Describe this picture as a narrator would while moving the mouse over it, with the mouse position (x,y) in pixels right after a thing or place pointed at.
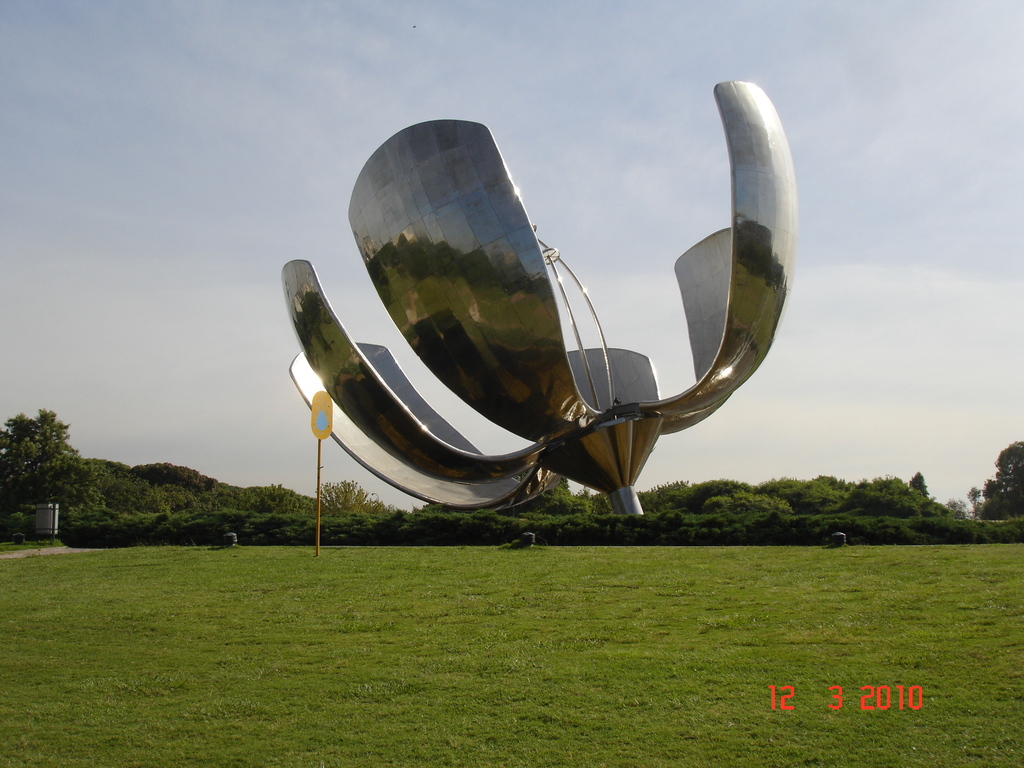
In this picture we can see one object (514,351) is placed on the grass (725,563), around we can see trees (124,485), grass (303,574).
